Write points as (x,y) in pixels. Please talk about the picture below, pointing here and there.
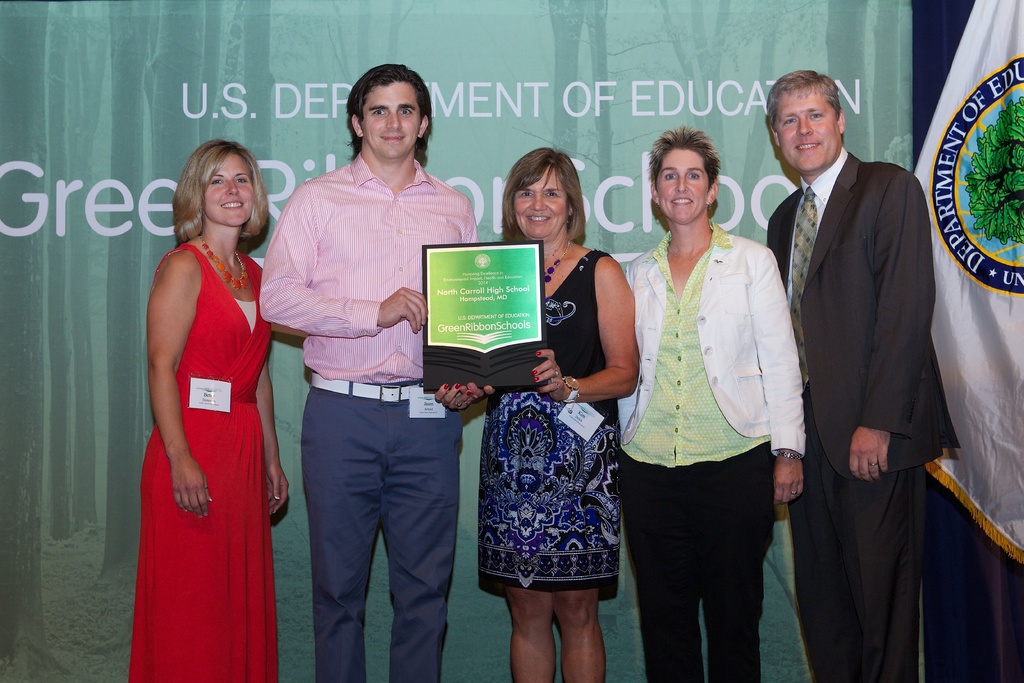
In this picture we can see there are five people (331,333) standing and two people (374,331) holding a certificate (502,327). On the right side of the people (794,297), it looks like a flag (939,285). Behind the people (411,301) there is a board (271,67).
